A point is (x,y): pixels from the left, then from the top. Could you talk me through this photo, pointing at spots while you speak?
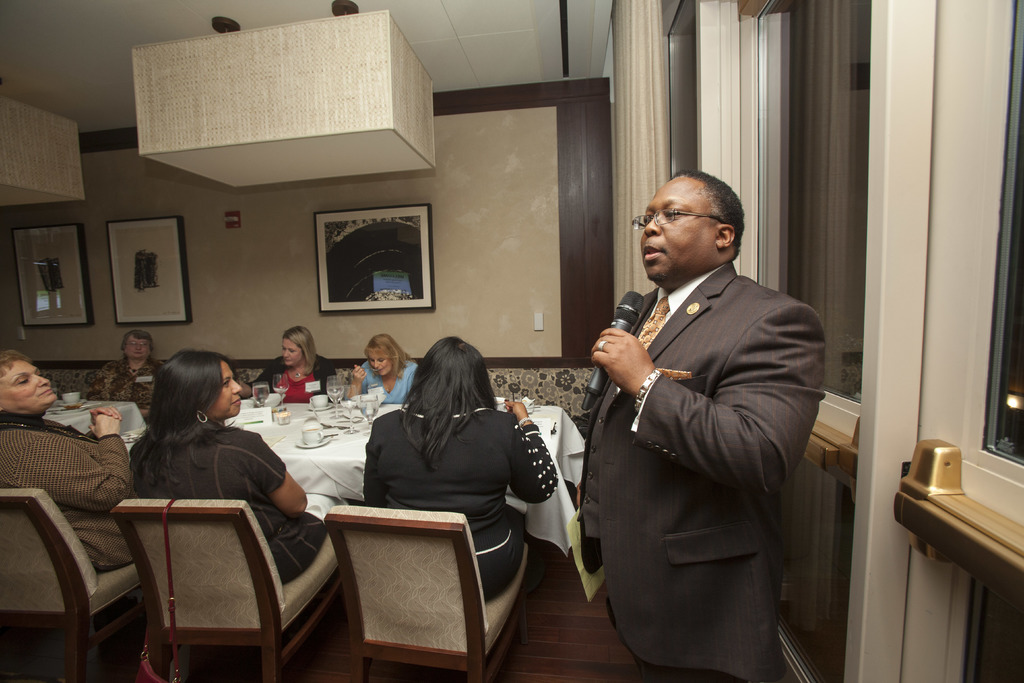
The image is inside the room (760,248). In the image on right side (741,281) there is man (659,308) holding a microphone (640,304) and opened his mouth (656,256) for talking and there is a door (758,148) which is closed on right side (889,339) we can also see group of people (39,444) sitting on chair (432,516) in front of a table (349,455). On table (335,439) we can see a plate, cup (317,430), glass (348,401) with some drink (338,393). In background (378,253) there are some photo frames (353,254), on top (95,51) there is a roof (106,38).
